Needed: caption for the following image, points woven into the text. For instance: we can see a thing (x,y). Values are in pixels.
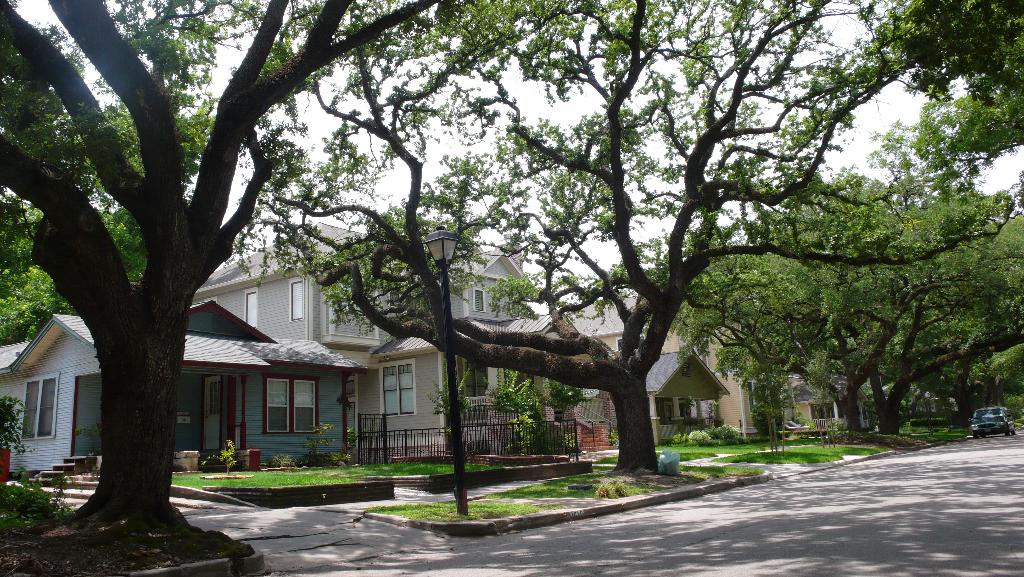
In this image in the center (591,351) there are trees (760,417) and there's grass (787,461) on the ground (763,453) and there is a car (978,418) on the road (717,503). In the background (270,355) there are buildings (704,362) and trees (22,278) and there is a fence (434,438) which is black in colour.
